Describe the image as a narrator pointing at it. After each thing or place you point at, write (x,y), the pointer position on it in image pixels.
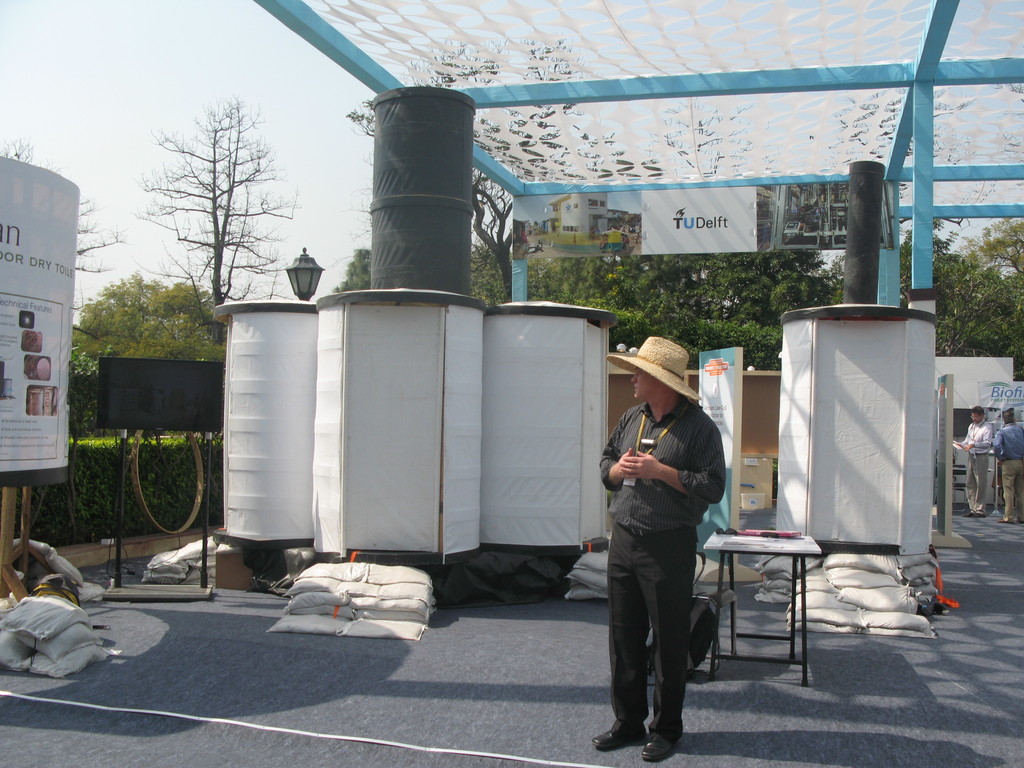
In this picture there is a man (660,500) wearing black color shirt (652,503) and cowboy cap (647,370), standing in the front (676,495) and looking on the left side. Behind there are some white and black drums (472,350). On the top (709,75) there is a blue color iron frame (937,43). In the background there are some trees (191,276).
